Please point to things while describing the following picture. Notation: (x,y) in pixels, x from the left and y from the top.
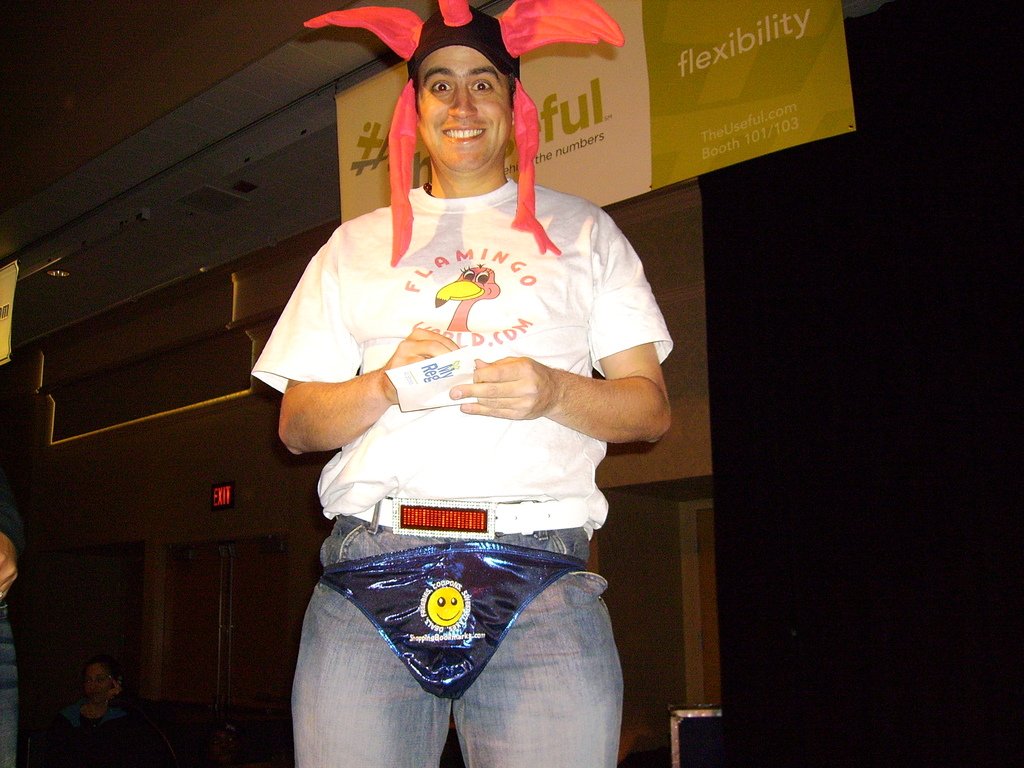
In this picture there is a person (556,202) with white t-shirt (576,323) is standing and holding the paper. At the back (391,105) there are boards (661,132) and there are doors (696,598). On the left side of the image (10,559) there is a person (4,722) standing and there is a person (99,745) sitting. On the right side of the image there is a box (681,709).
